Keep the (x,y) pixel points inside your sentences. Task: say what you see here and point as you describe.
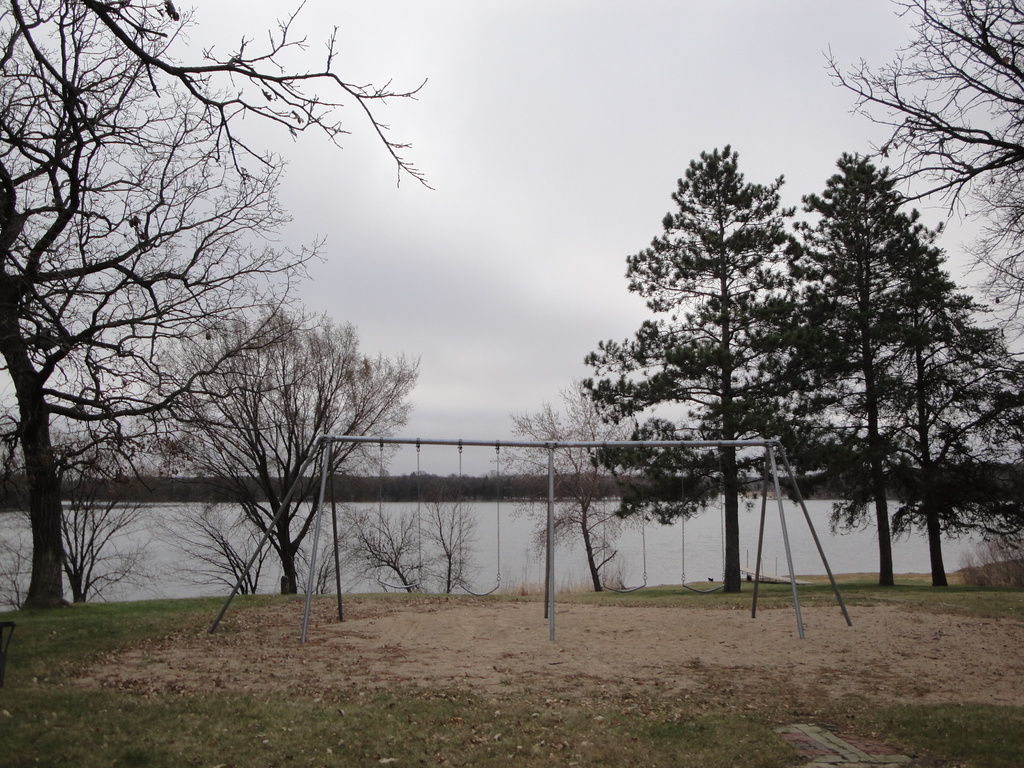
In this image we can see there are swings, behind the swings (335,515) there are trees (540,412), river (526,526) and a sky (342,305).
